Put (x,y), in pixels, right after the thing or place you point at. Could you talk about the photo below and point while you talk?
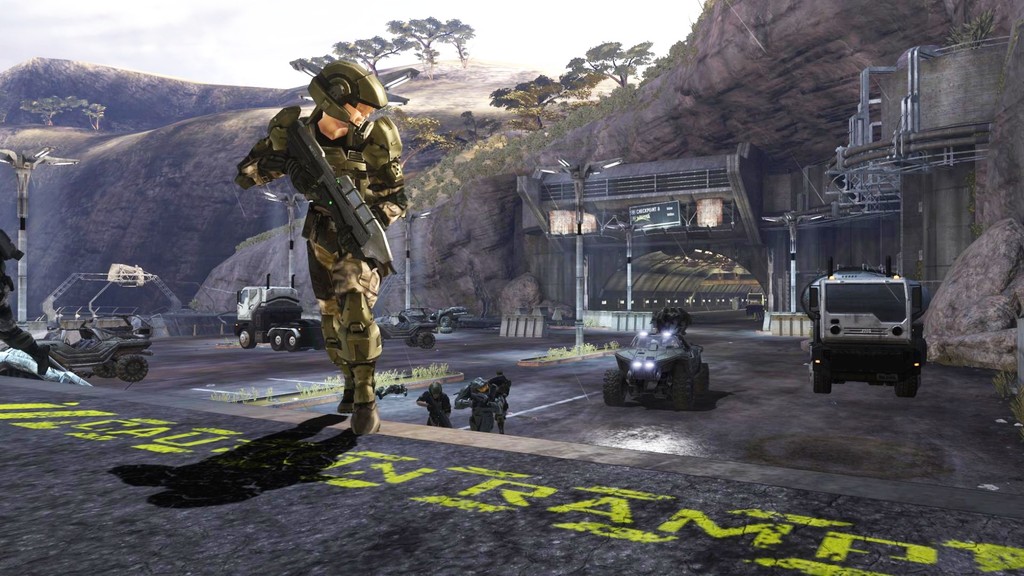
This is a graphic picture, in the picture I can see vehicles (664,337), person (400,209) holding guns (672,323) and there is the hill (739,134), on the hill (448,78) I can see trees (573,77) and there is street light pole (628,245), sign board (650,207) and the sky (210,42) at the top (172,42) and a text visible on the road (92,392).
